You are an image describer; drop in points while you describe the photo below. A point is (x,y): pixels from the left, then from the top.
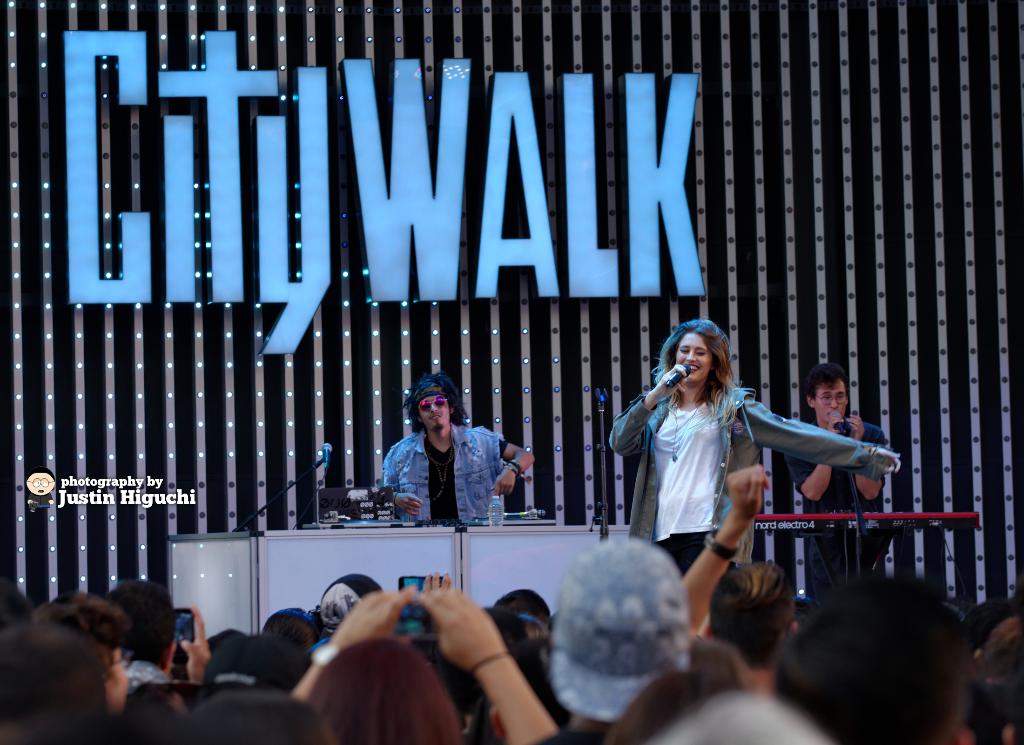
In the picture I can see a group of people (516,677) among them some are standing on stage (620,532). The woman (688,563) and a man (818,401) are holding microphones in hands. I can also see watermark (71,476) on the image. On the stage (406,539) I can see some objects (389,520).
